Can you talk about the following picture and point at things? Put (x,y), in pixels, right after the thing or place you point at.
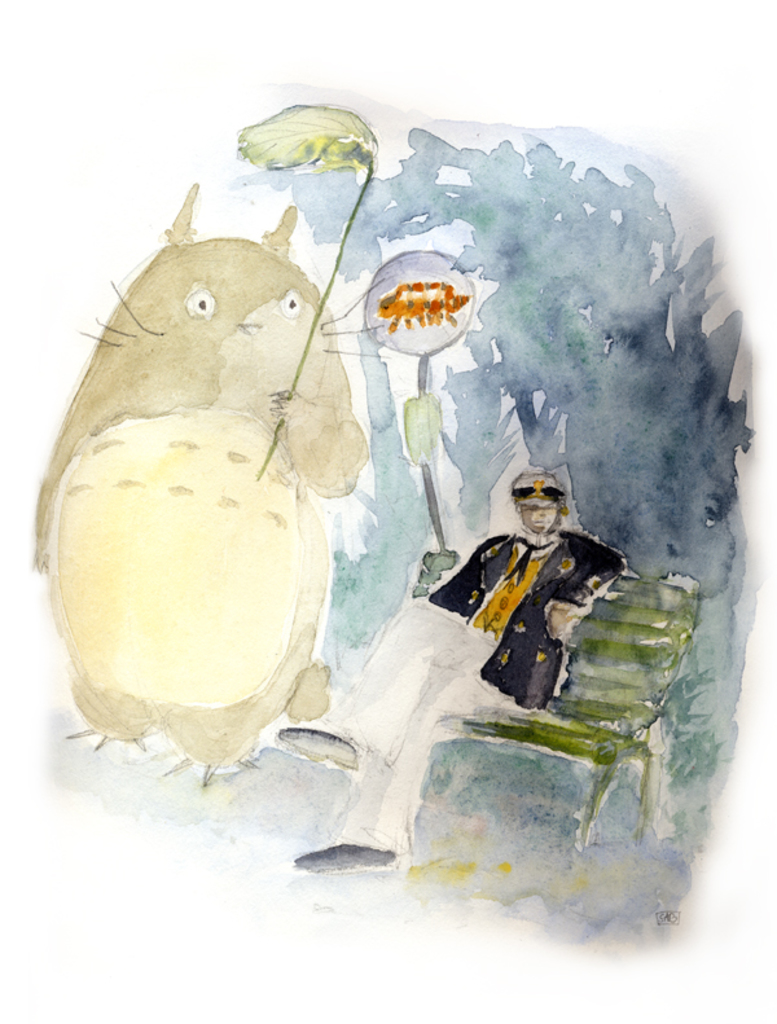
In this image we can see a painting (289,433). In the painting (270,549) there is a animal (256,458) holding a leaf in its hand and a person (594,568) sitting on the bench (470,718).
